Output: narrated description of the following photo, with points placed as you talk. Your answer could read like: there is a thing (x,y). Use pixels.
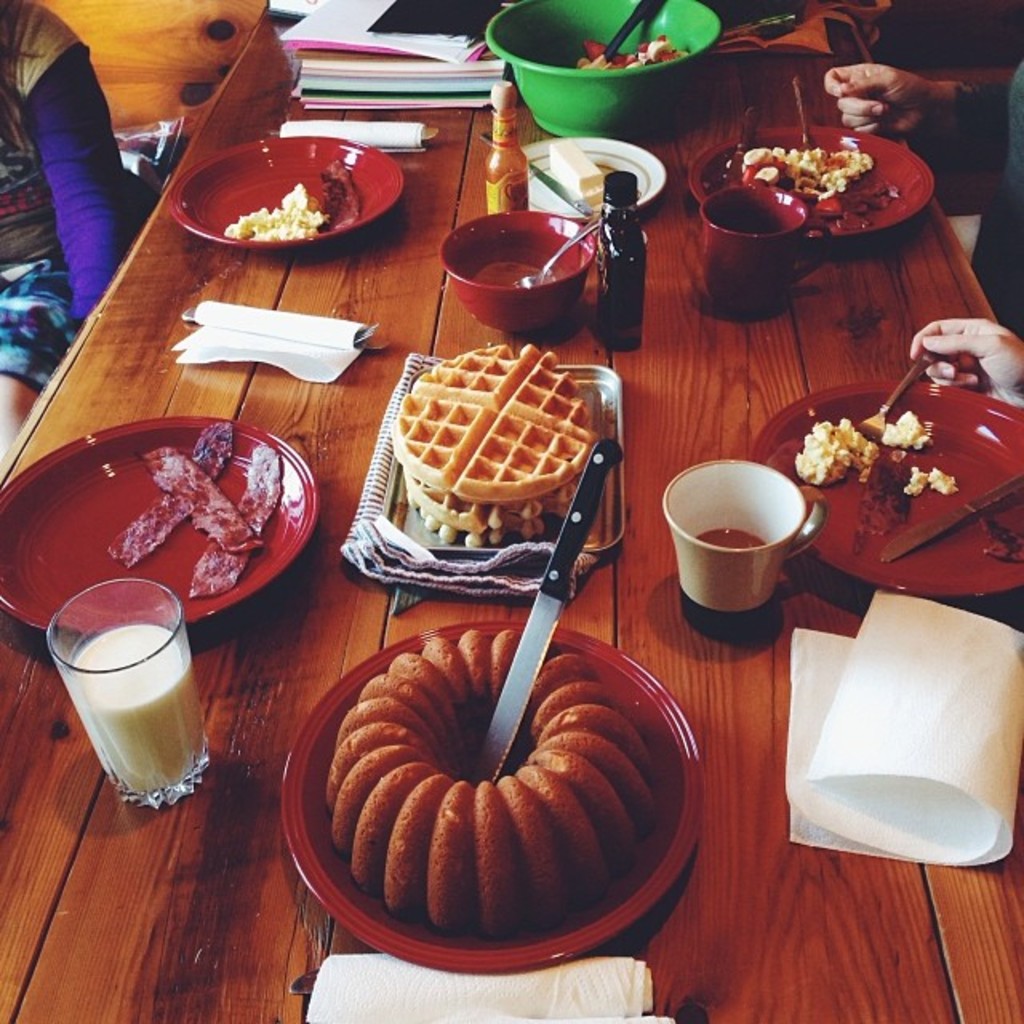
Here we can see a wooden table (238,416) where a glass (148,771) of milk (175,716), a plate (265,510) and a bowl (602,107) are kept on it.
